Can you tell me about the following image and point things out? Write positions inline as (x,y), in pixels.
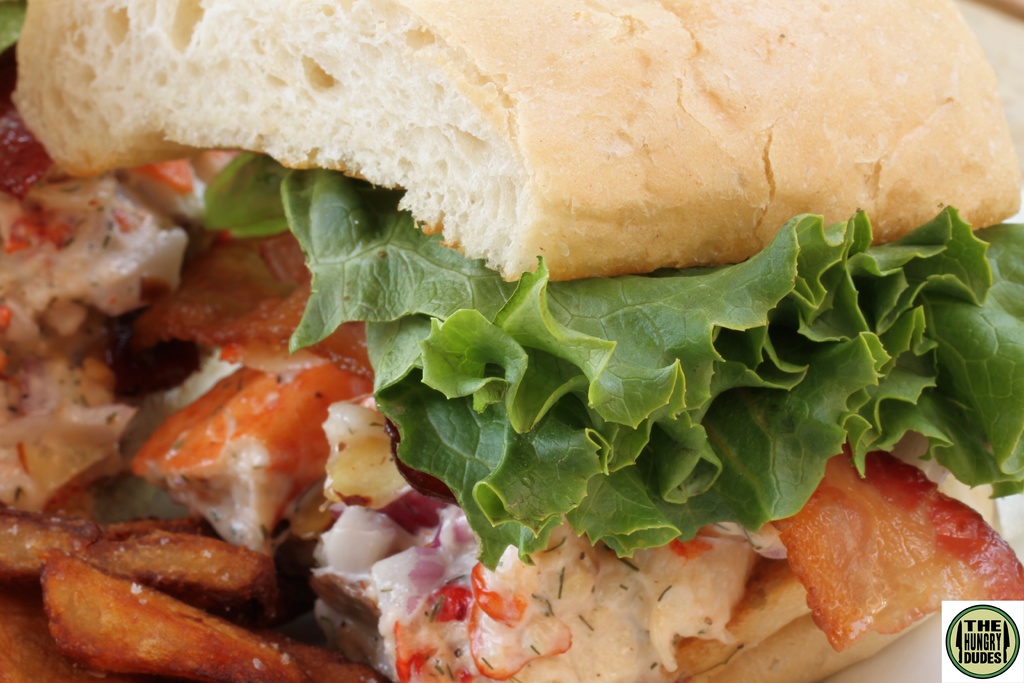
In this image we can see a burger (586,438) on the white color plate (878,664).
